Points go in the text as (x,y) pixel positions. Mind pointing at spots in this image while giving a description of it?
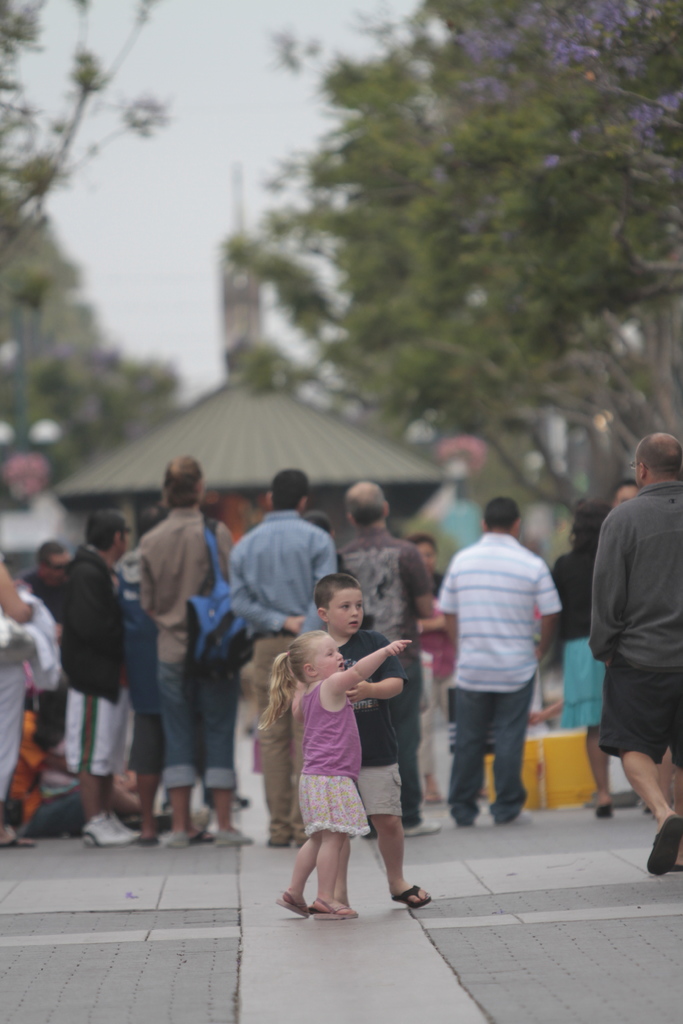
In this picture we can see some people (274,783) are on the road (298,959), behind we can see shed (313,410), around we can see some trees (133,406).
